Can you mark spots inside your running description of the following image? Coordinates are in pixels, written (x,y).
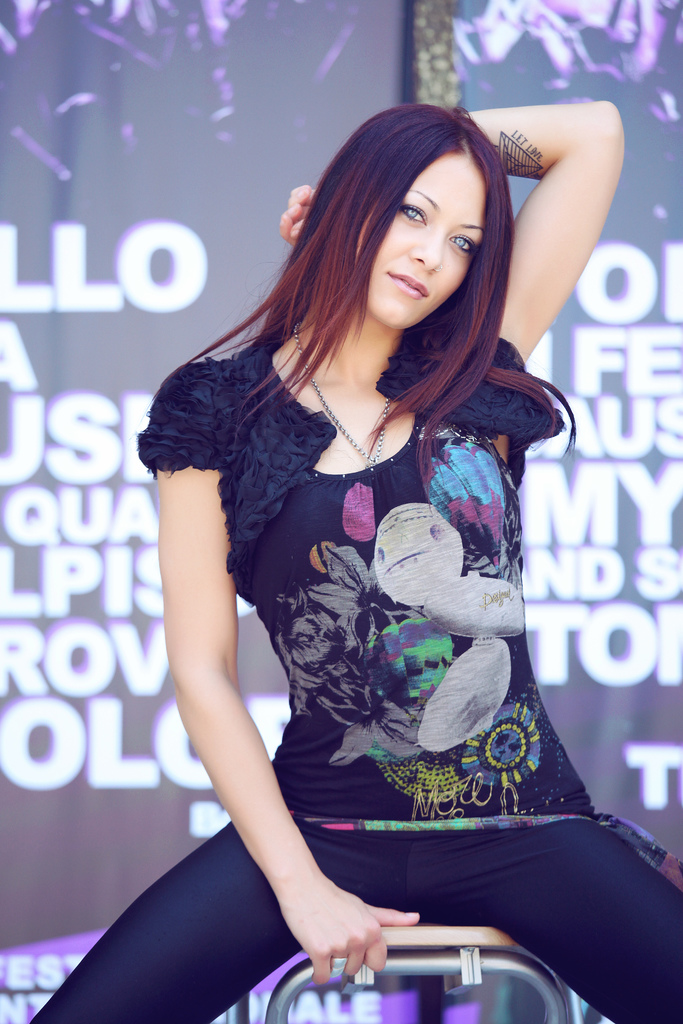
In this picture we can see a woman (526,759) is sitting on a chair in the front (464,778), there is some text (72,261) in the background (13,760).
